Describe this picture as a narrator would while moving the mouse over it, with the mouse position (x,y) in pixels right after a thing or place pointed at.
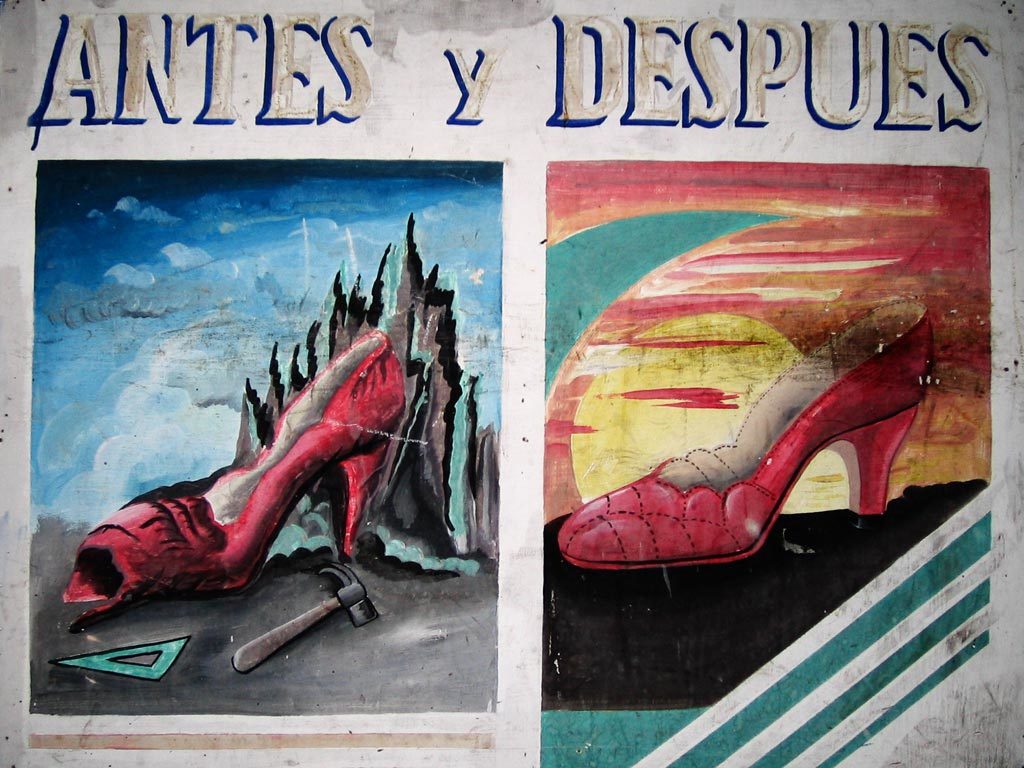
In this image there is a painting (227,335) of a shoe (345,383), hammer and another object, beside that there is another shoe (789,449) and sun (619,396). At the top of the image (473,79) there is some text (660,66).
